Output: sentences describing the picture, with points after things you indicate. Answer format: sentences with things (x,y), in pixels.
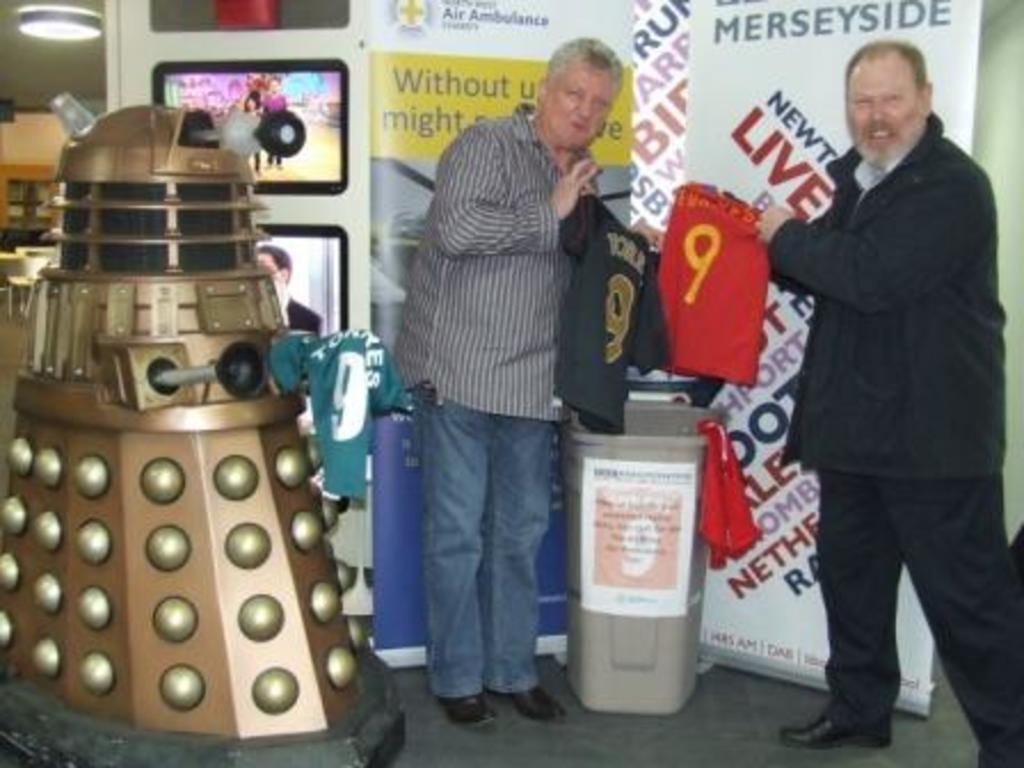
On the left side of the picture (181,339) there is a machine (148,275). On the right side of the picture (792,209) there are two men (535,305), t-shirts (653,300) and dustbin (651,441), behind them there are banners (491,86). In the background (233,79) towards left (274,93) there are televisions (315,113), chairs (29,280) and light (84,19).
